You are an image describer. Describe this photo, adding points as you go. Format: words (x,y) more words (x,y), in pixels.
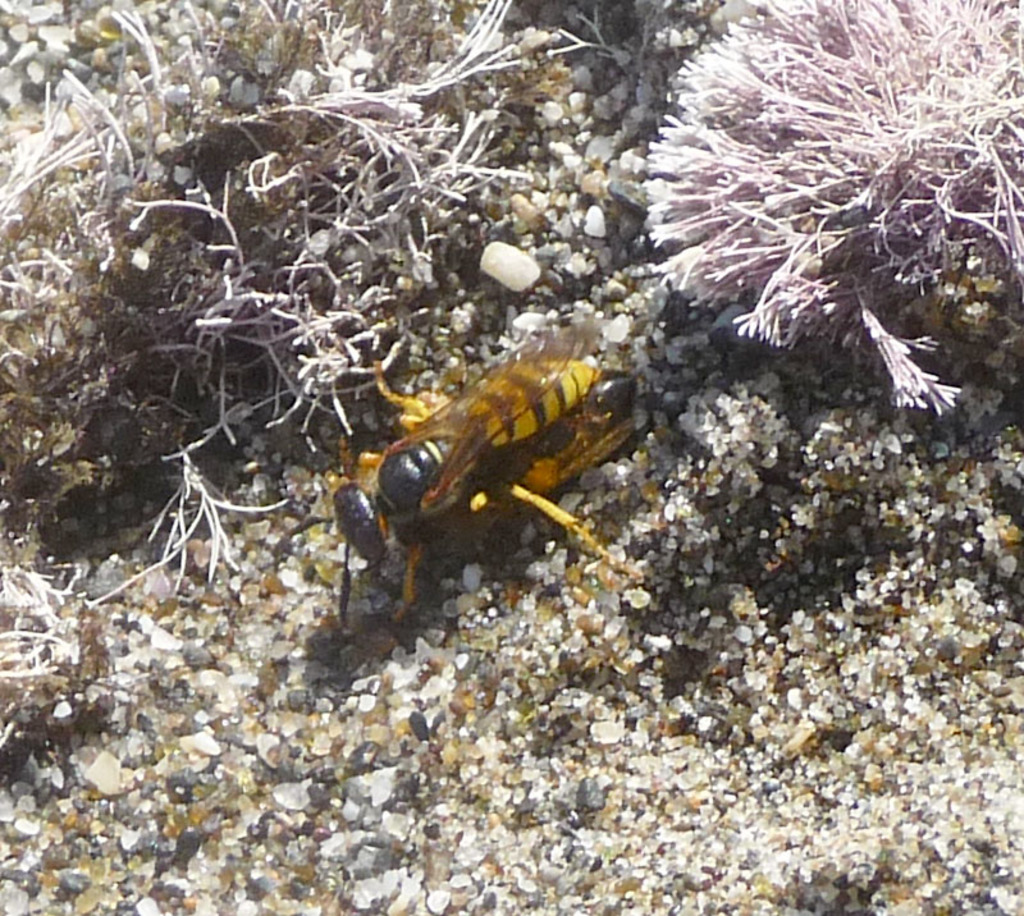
Here in this picture we can see a hornet (491,465) present on the ground (450,309) and beside that we can see some grass (225,252) also present.
